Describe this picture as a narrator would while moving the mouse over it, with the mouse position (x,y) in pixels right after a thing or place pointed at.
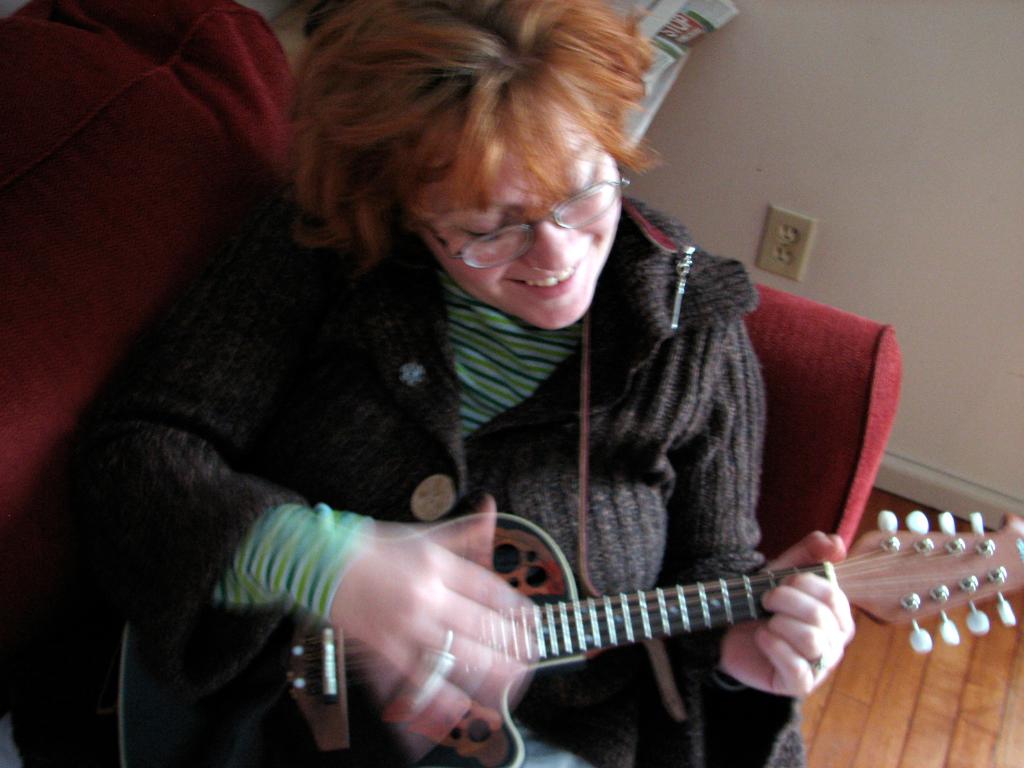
This picture shows a woman (295,329) seated on a chair (47,447) and we see a smile on her face (502,258) and playing mandolin (246,756) and she wore a spectacles (555,222) on her face (506,250).
